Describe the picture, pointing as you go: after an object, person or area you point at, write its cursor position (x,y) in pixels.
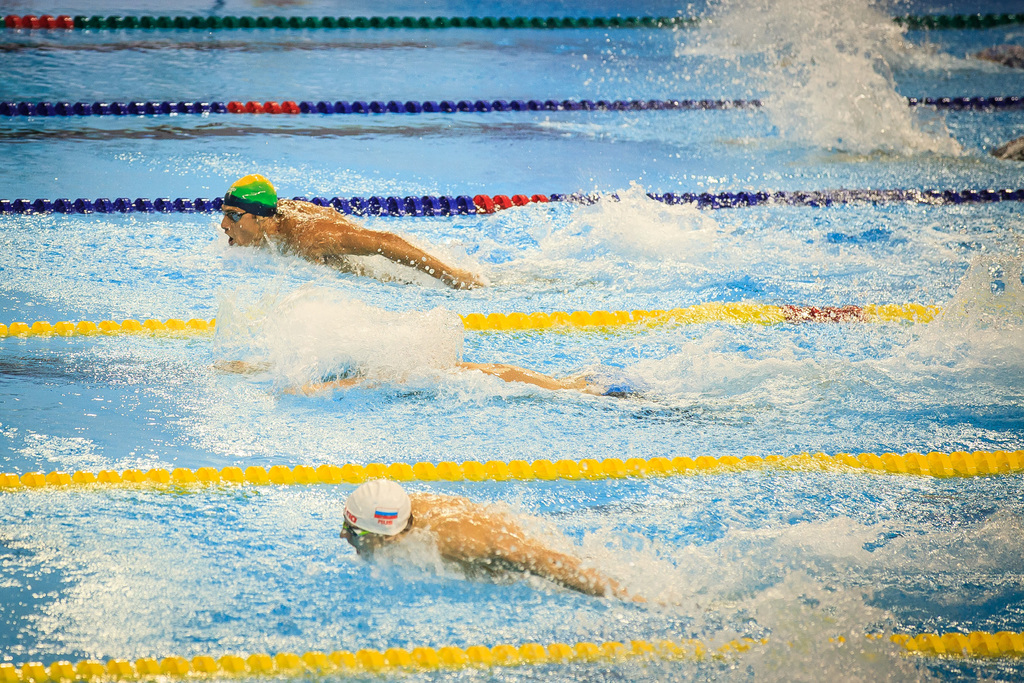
Three persons (341,241) are swimming in the water (283,301). Persons (341,241) on the sides are wearing caps (366,503) and goggles (351,526). There are ropes (355,208) in the water (430,415).
